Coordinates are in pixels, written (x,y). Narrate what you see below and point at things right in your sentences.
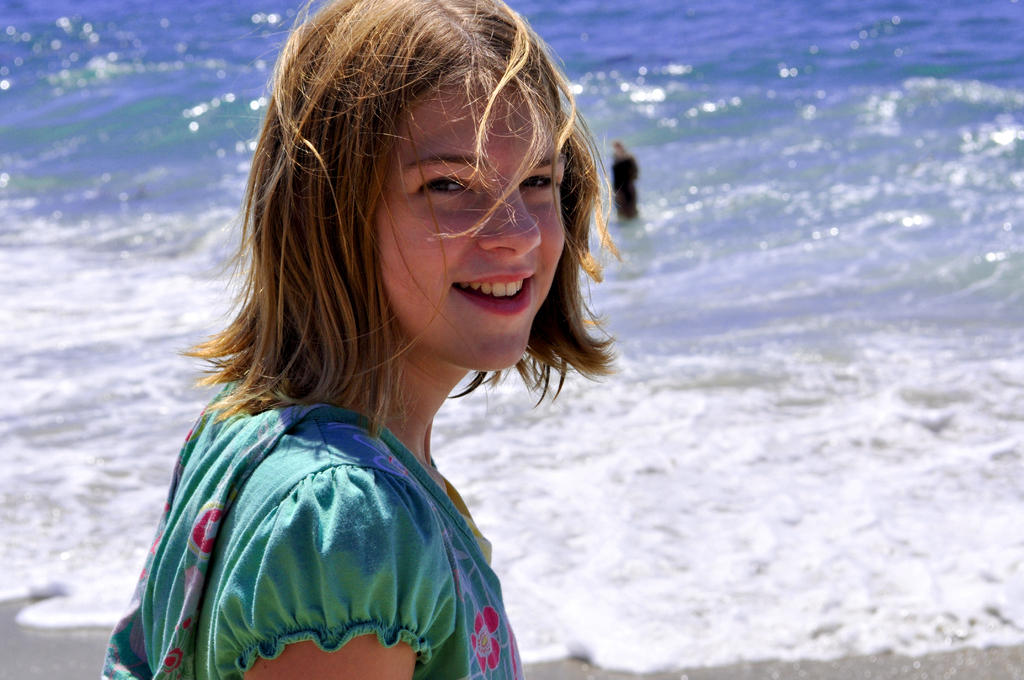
This is the woman (335,453) smiling. She wore a green dress (342,580). I think this is the sea (750,265) with waves (746,432). In the background (633,216), I can see a person (624,184) standing in the water (674,224).
